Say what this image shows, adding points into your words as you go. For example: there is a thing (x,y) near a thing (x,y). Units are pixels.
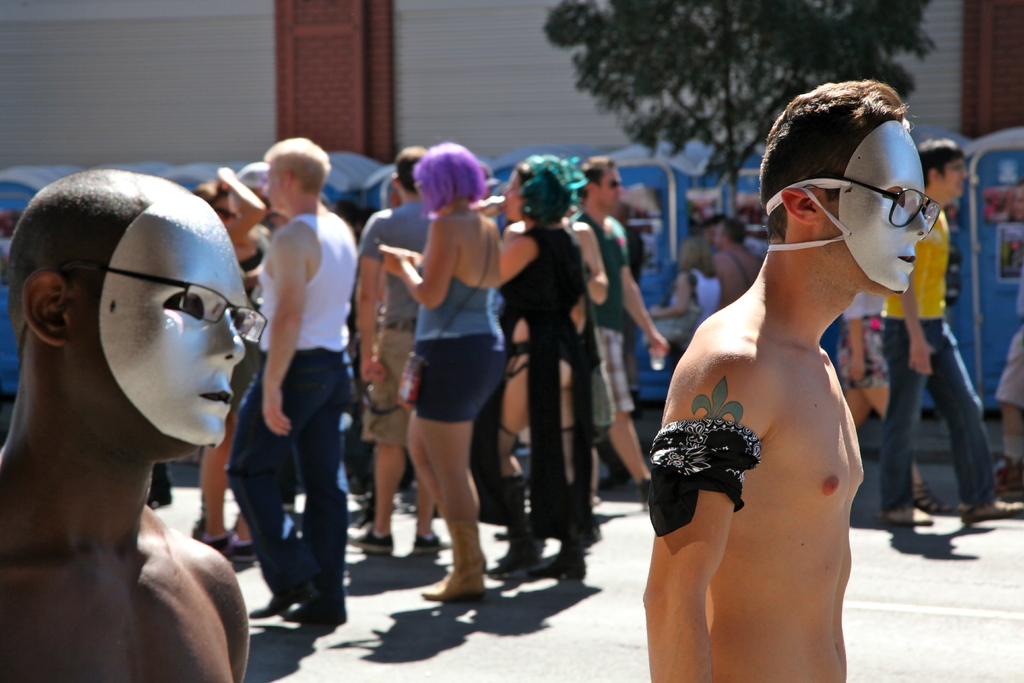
In the foreground (883,101) we can see two men (826,104) with mask (888,261) on their faces (197,274). In the background (440,277), we can see a few people (473,155) walking on the road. Here we can see a tree (678,50) at the top (710,96).
